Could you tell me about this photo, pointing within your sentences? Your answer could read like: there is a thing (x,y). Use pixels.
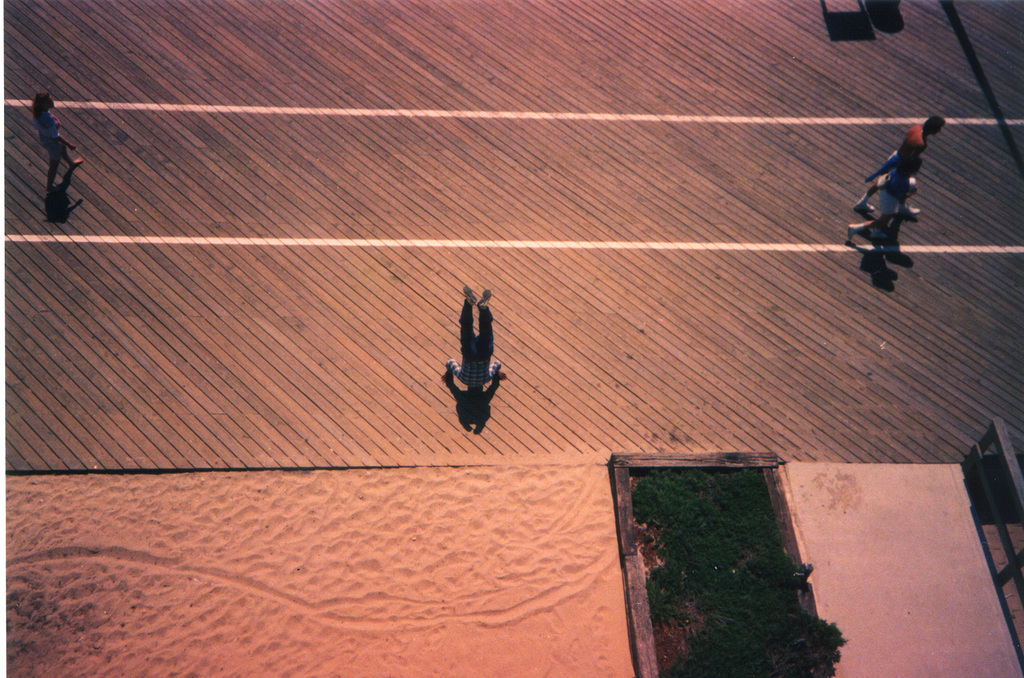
This picture is clicked outside. In the center (479,374) we can see the group of persons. In the foreground (463,583) we can see the mud (381,598) and some portion of green grass (749,604). On the right (1005,462) we can see some objects (985,480).
